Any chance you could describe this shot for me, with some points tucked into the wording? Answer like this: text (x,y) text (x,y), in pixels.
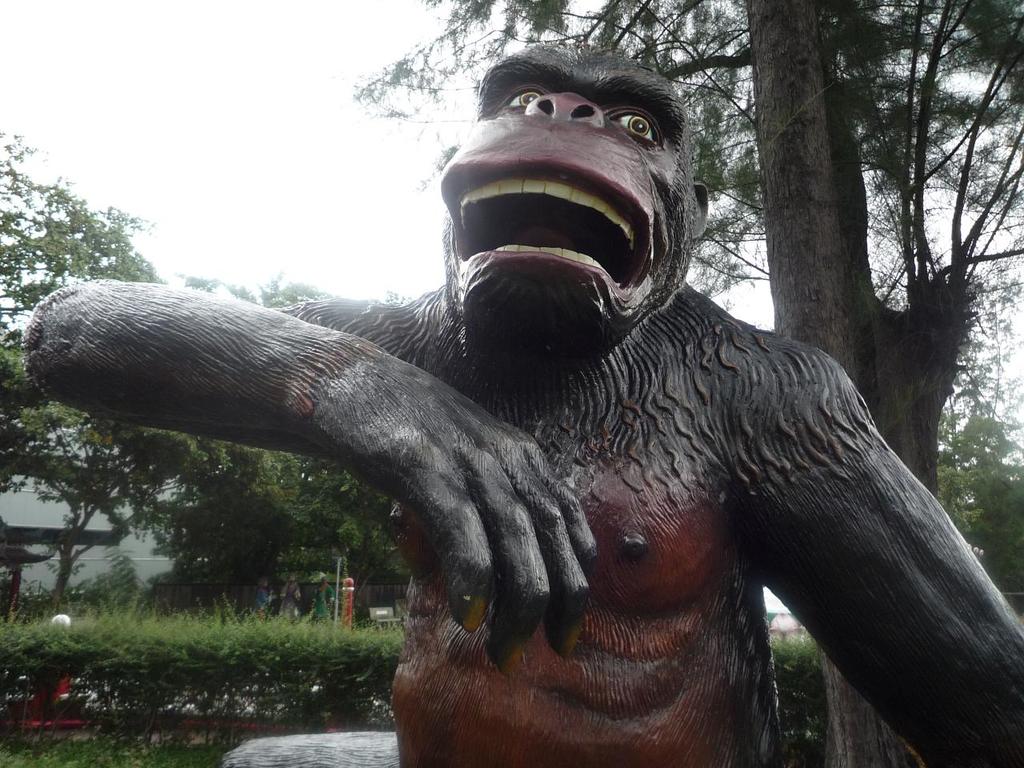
In this picture we can see a statue (580,495) in the front (524,447), in the background (353,648) there are some trees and shrubs (368,637), there is the sky (232,76) at the top of the picture (295,97).
